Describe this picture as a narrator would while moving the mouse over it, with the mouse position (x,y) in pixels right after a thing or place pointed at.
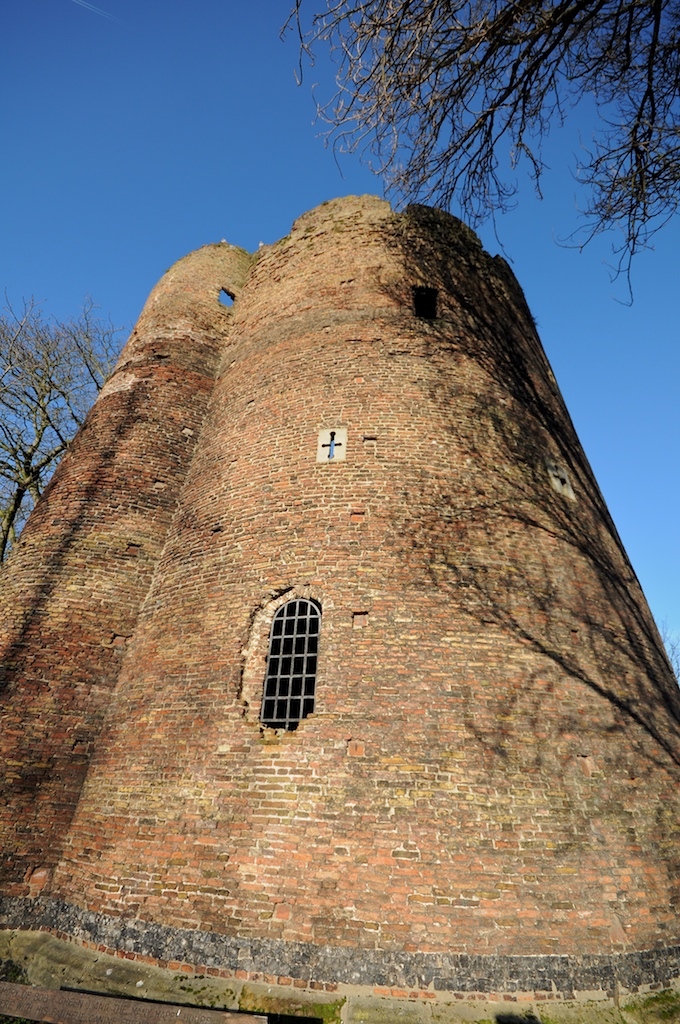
In this image we can see the building (334,253), trees (41,406) and also the sky (298,186).
